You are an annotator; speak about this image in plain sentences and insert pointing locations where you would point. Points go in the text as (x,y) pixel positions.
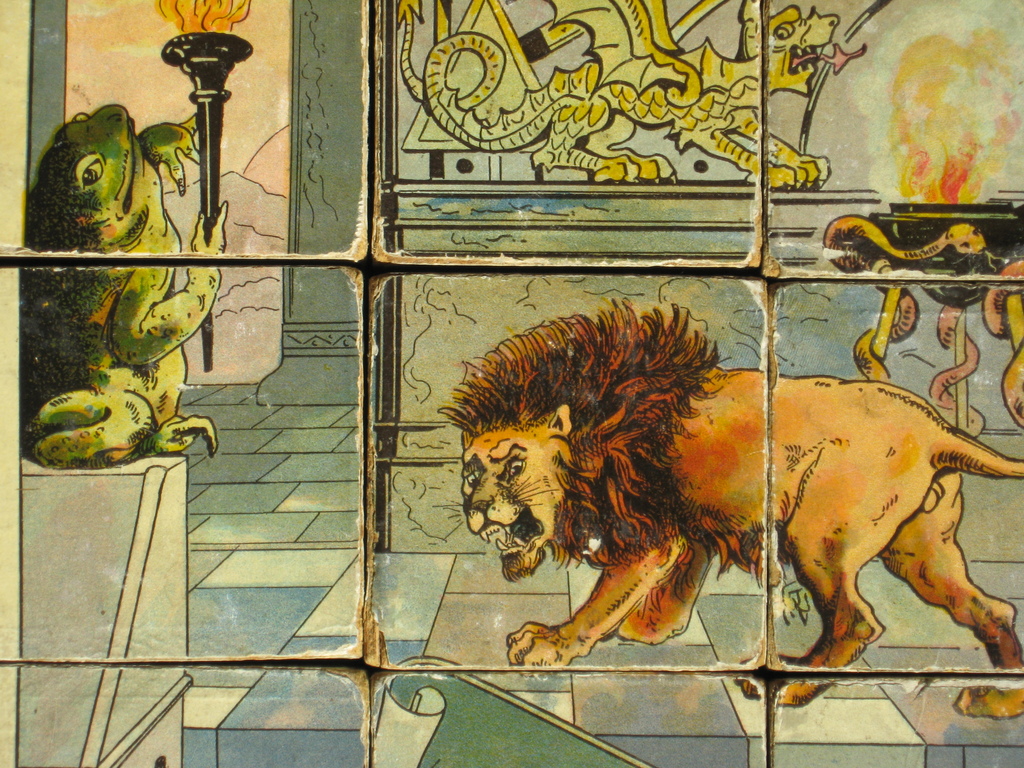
This image is a painting. On the right side (1019,270) we can see lion (733,496) and snakes (906,322). On the left side (121,205) we can see frog (62,215) and fire (181,28). In the background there is a wall (291,215).
